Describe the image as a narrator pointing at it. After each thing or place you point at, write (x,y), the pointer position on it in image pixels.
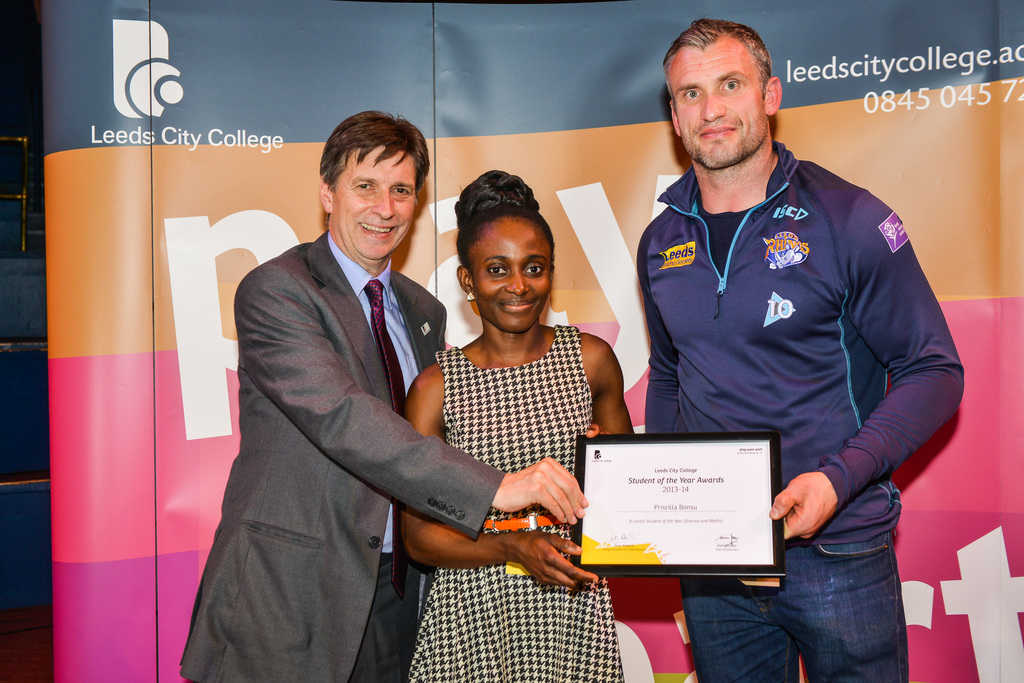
In this image we can see this person (298,477) wearing a blazer (401,284), tie (382,303) and shirt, this woman (464,407) wearing black and white dress (594,592) and this person (693,309) wearing a blue T-shirt (717,295) is holding a certificate (757,497) in his hands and these people (536,603) are standing on the stage (35,631).
